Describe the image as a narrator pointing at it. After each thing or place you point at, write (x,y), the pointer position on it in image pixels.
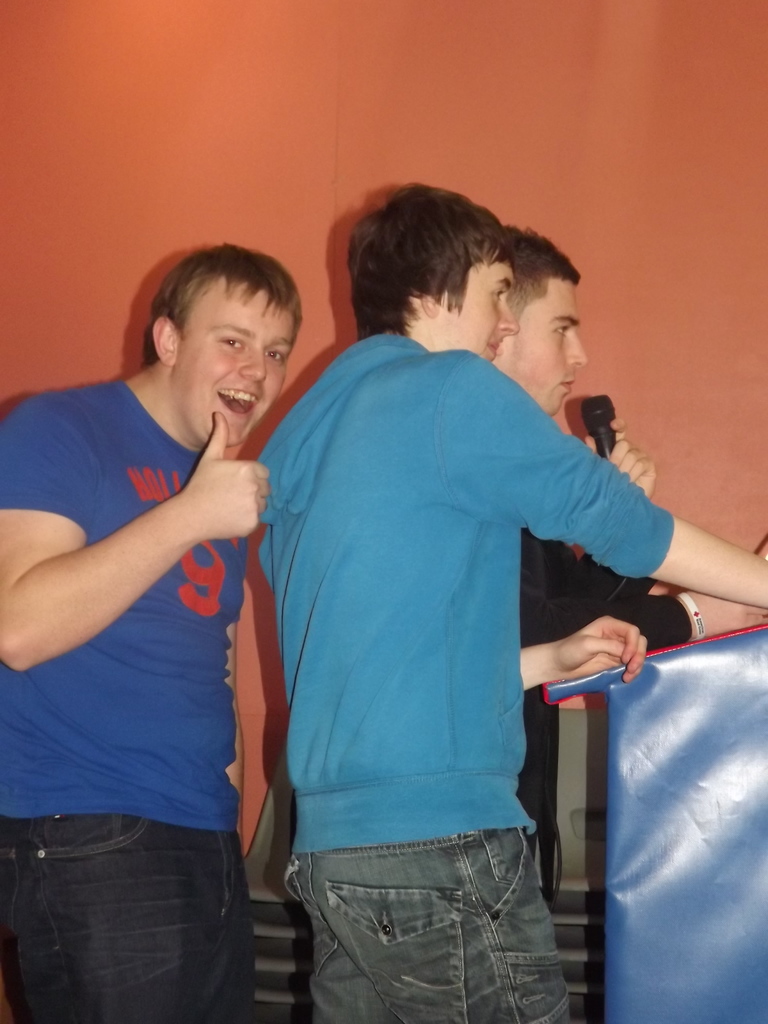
In the picture we can see three men (270,545) are standing near the desk (661,903) and one man (551,742) is about to talking in the microphone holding it and one man (37,760) is smiling and in the background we can see a wall (752,340) which is orange in color.
